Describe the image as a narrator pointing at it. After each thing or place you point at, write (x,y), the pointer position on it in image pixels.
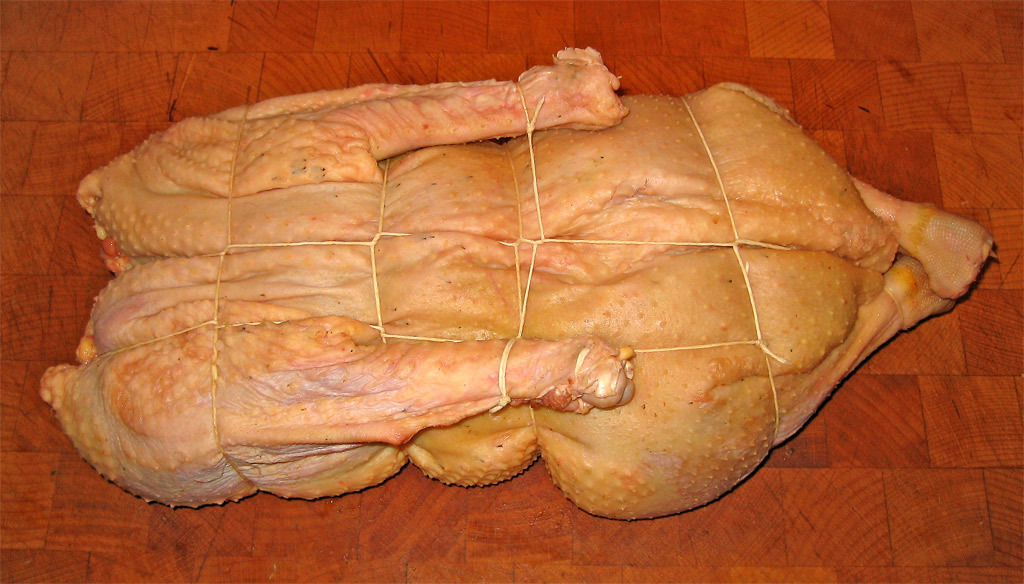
In this image there is meat (391,248) tied with the threads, which is on the wooden board (162,565).
